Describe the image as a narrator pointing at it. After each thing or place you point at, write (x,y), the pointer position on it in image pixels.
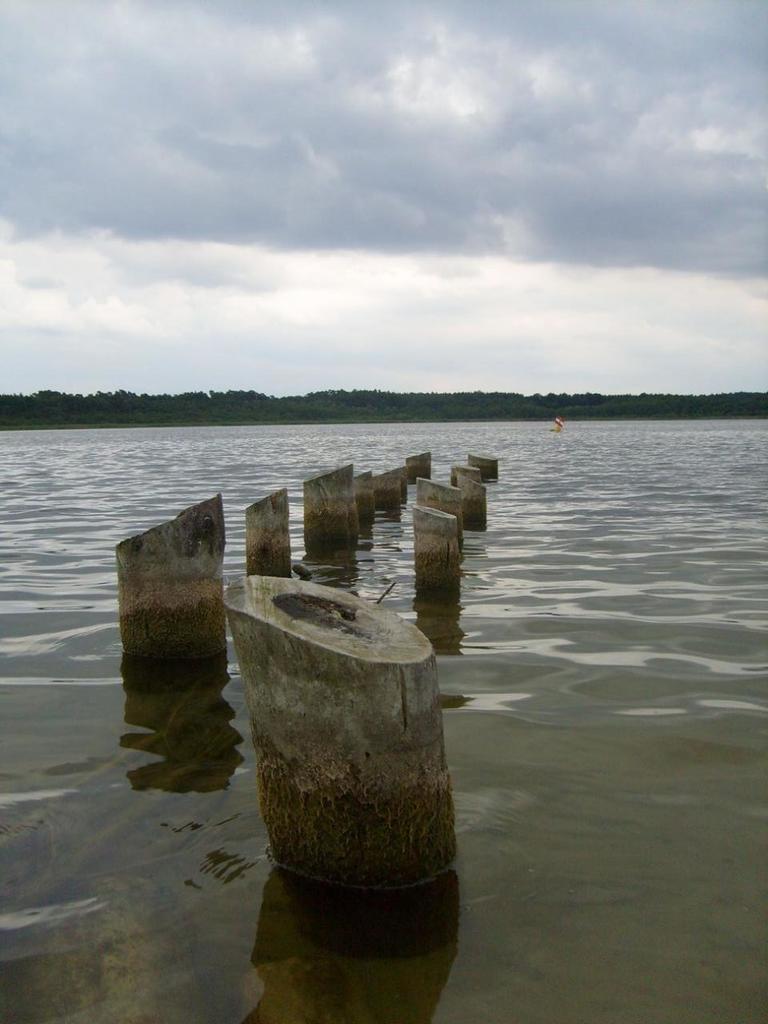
In this picture in the center (258,639) there are wooden logs (321,521). In the background (313,464) there is water (423,449) and there are trees (332,398) and the sky (395,186) is cloudy.
